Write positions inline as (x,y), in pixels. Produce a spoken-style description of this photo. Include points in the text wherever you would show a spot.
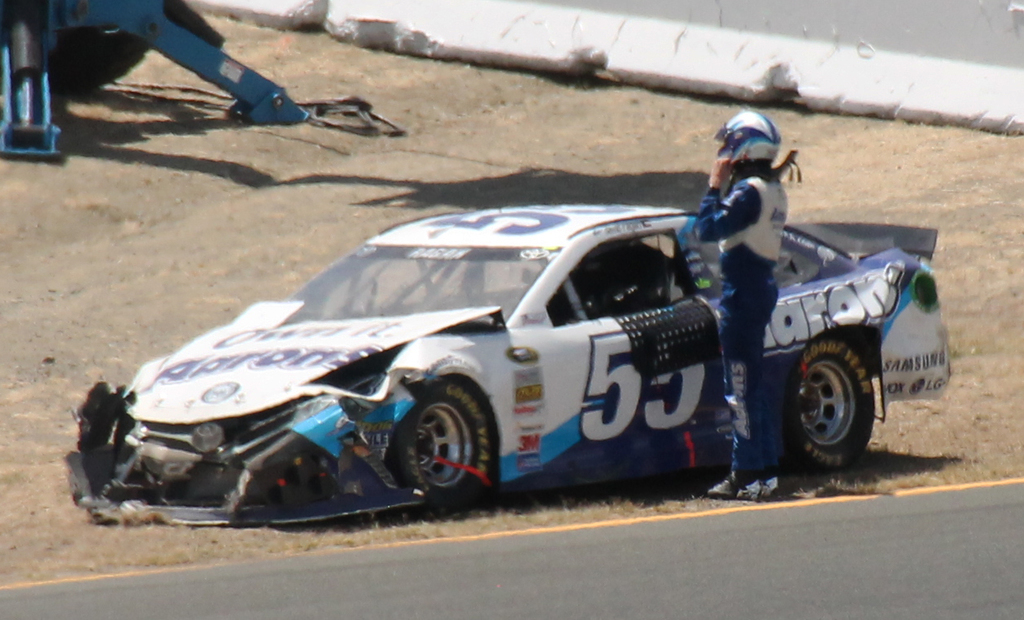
In the center of the image (487,366) there is a road (453,617), one car (581,341) and one person (731,340) is standing and wearing a helmet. In the background (775,63) there is a wall (814,32), one blue color object (174,21) and grass (174,90).
